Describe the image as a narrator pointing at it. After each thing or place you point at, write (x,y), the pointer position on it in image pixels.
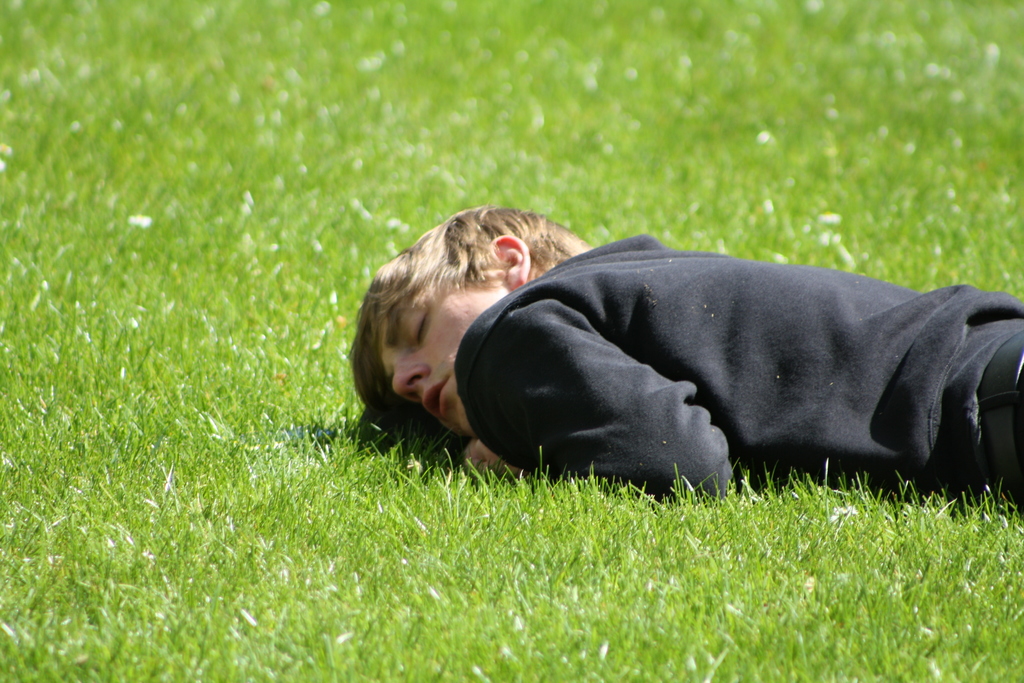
In this image there is a person (556,412) lay on the surface (220,355) of the grass (197,371).
